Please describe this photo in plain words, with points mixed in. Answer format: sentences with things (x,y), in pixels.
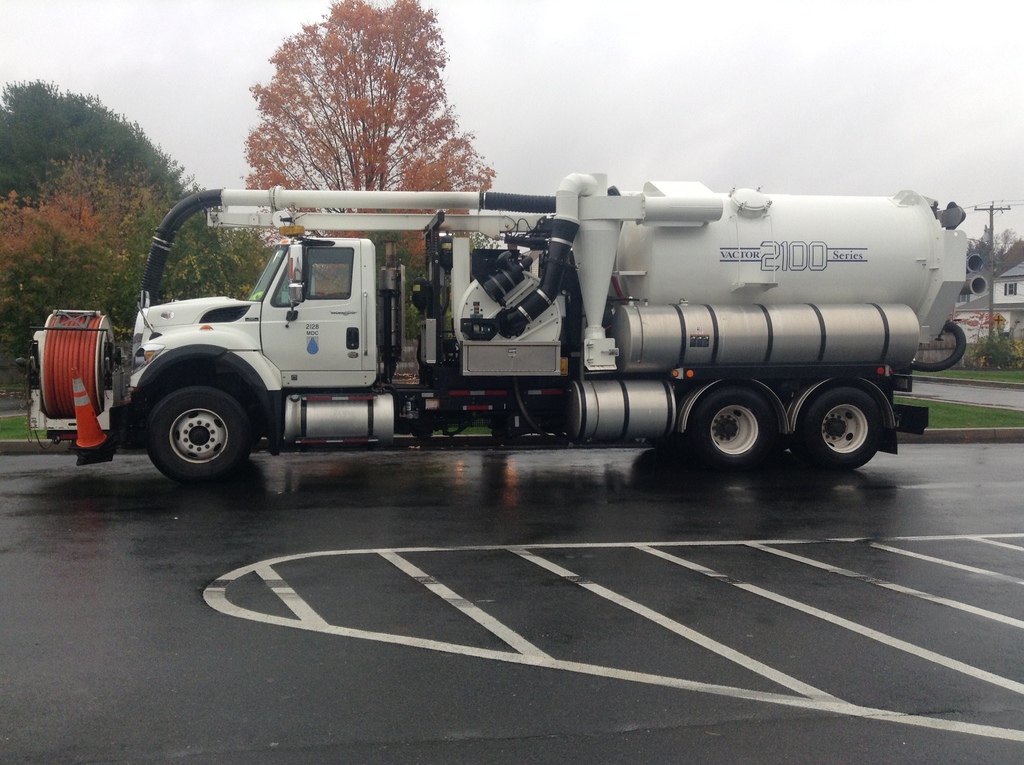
In this image I can see the vehicle (738,327) on the road (546,606). The vehicle (332,329) is in black and white color. To the side of the vehicle (539,384) I can see many trees (378,250), pole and the house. In the background (576,102) I can see the sky (544,151).
